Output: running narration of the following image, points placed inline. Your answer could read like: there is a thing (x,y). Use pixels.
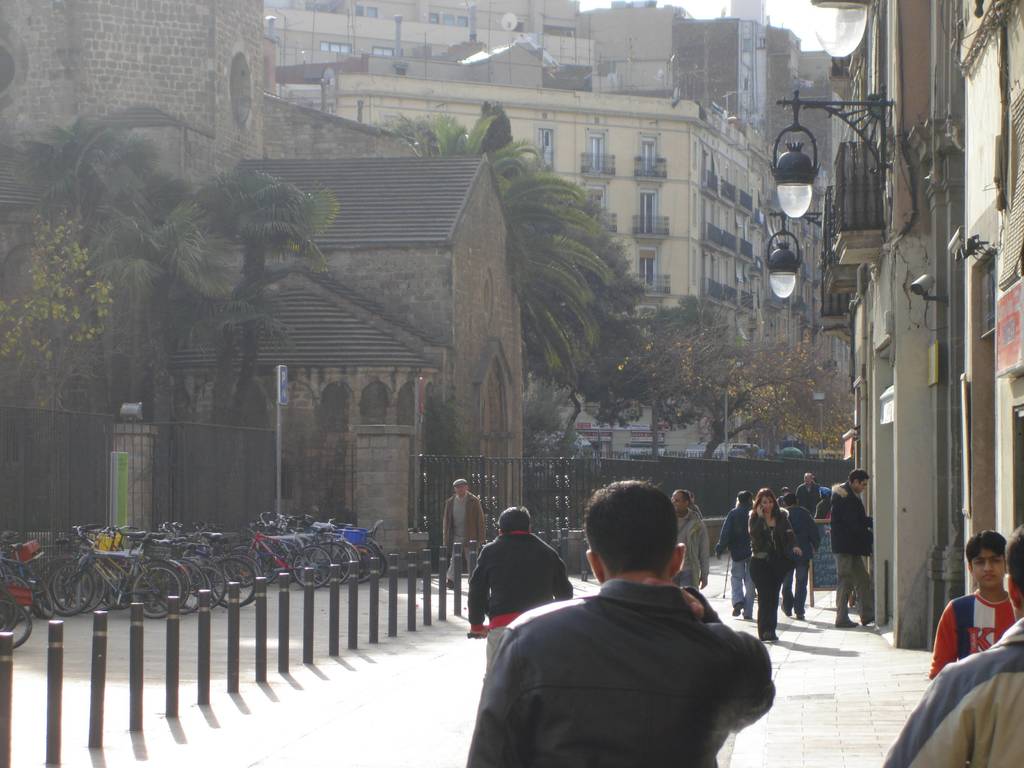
In this image we can see people (693,506) walking on the road (845,760), we can see bicycles (297,518) parked here, fence (447,496), lights (840,114), houses (442,67) and trees (595,335).
